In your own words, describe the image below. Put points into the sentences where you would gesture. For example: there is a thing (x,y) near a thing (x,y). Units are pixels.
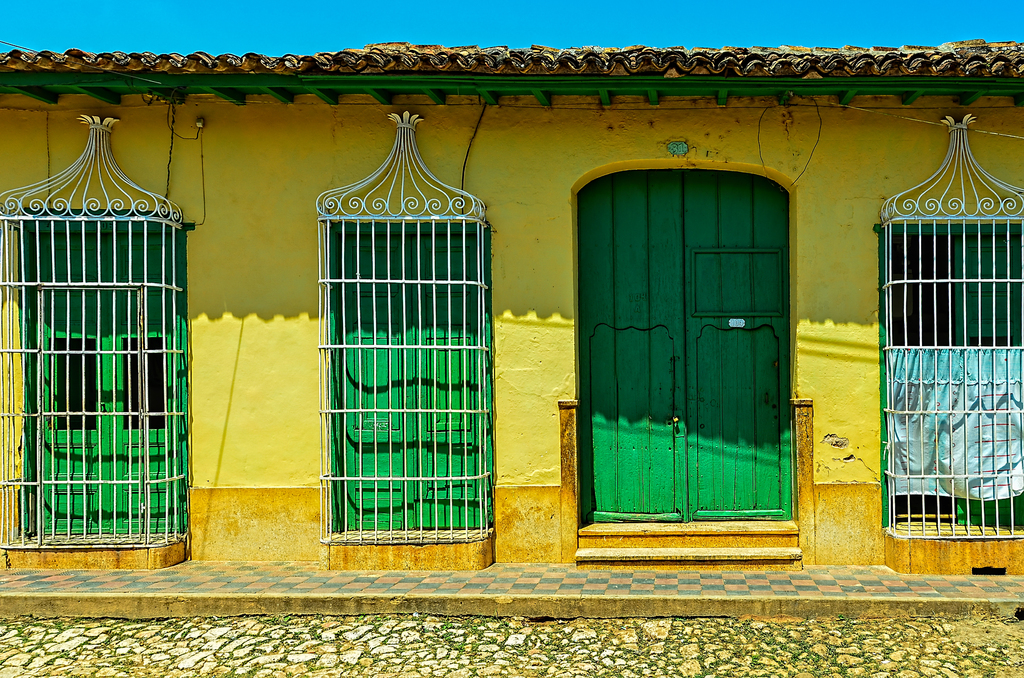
In this image we can see the yellow color wall (803,146) and green color windows (362,314) and doors (615,374). Here we can see the stone walkway (556,653). In the background (167,20), we can see the blue color sky (742,33).
